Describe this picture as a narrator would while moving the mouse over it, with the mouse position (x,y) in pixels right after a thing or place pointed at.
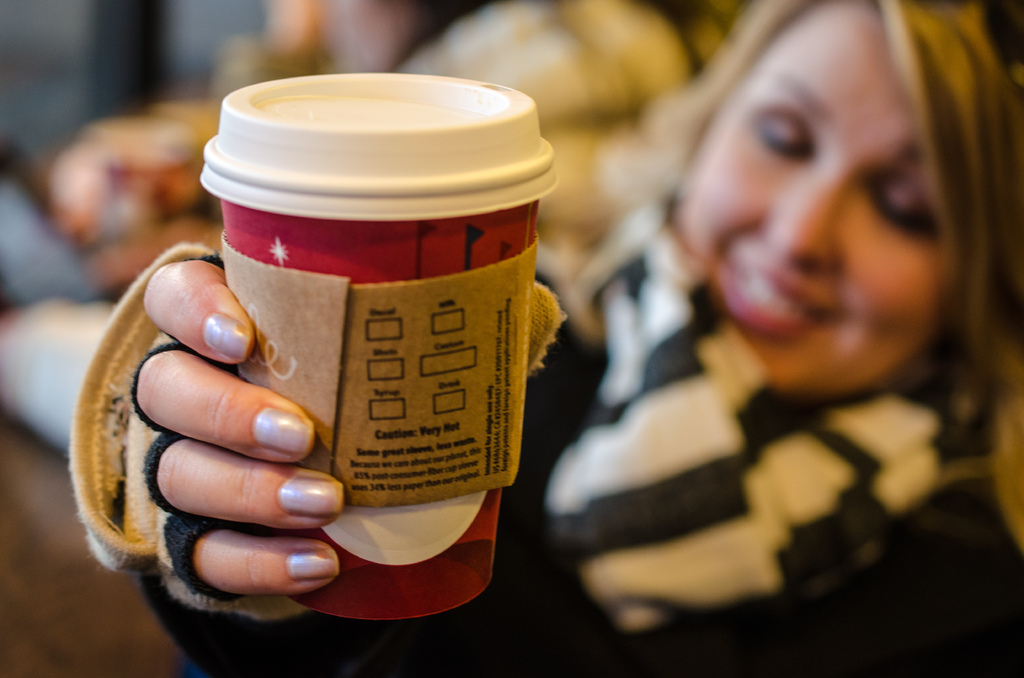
In the center of the image (619,398) we can see a person (553,496) in a different costume (552,431). And we can see she is smiling and she is holding some object (438,382). In the background (648,55), we can see it is blurred.
